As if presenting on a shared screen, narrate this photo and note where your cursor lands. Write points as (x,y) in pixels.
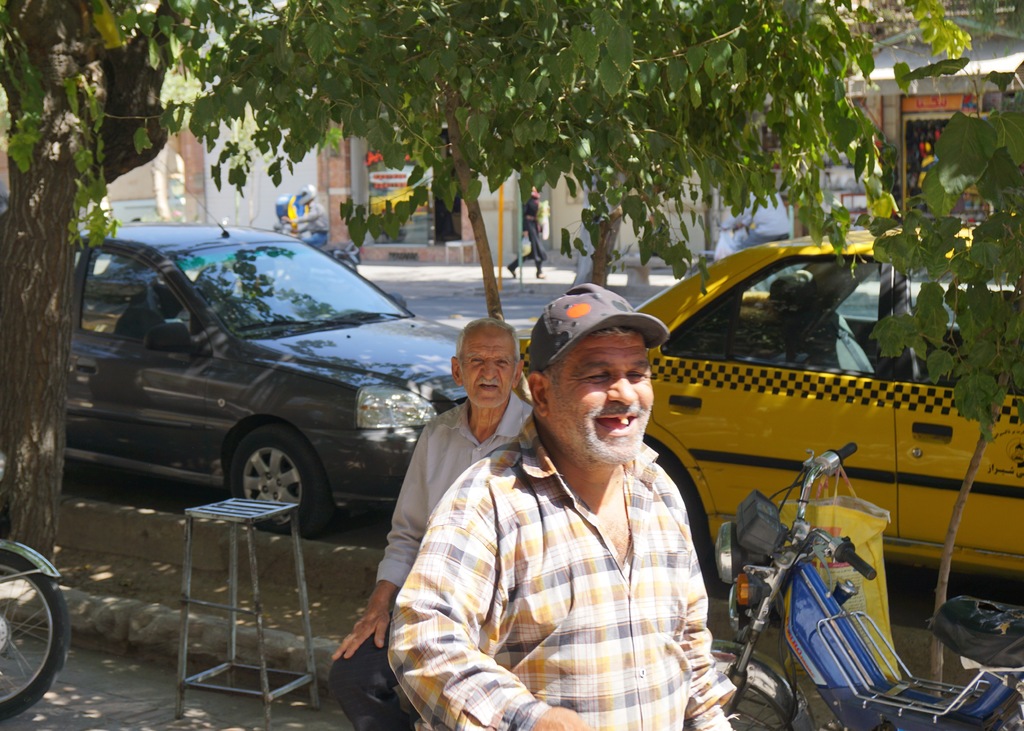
Here a man (669,586) is there, he wore shirt (653,609), cap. Two cars (648,438) are there on the road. On the left side (148,91) there is a tree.
